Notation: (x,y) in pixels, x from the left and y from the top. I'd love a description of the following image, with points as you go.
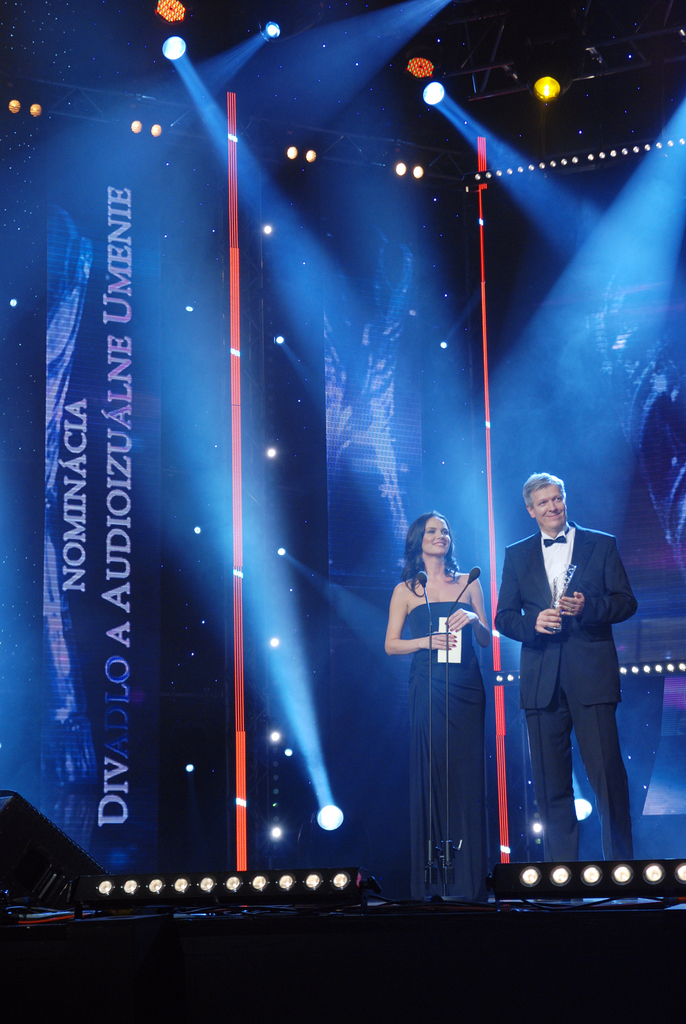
In the image on the stage (643,921) there is a man (515,608) with black jacket (536,552) and lady (436,663) with black dress (428,655) is stunning. In front of them there are mics (427,604). Behind them there are posters (644,329) and lights (233,219).
